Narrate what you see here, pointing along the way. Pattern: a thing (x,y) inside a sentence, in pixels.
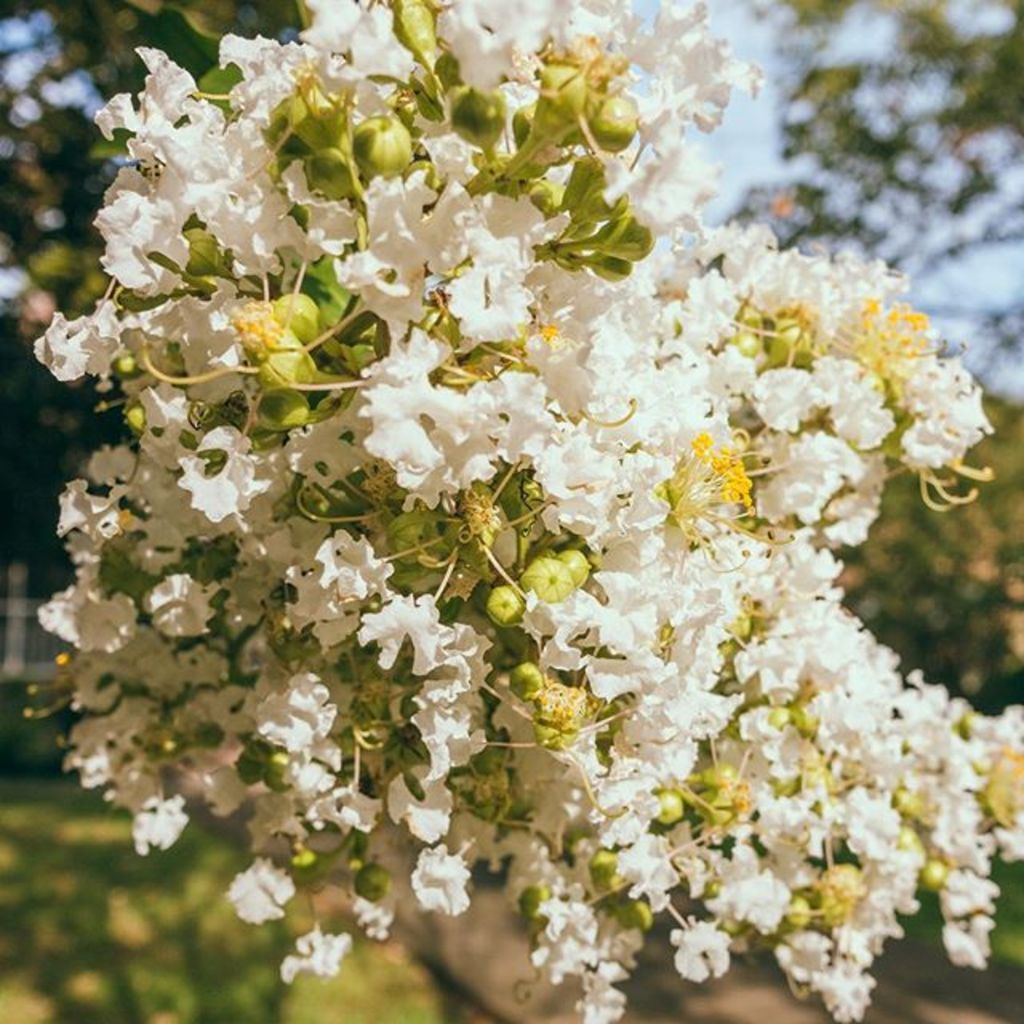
There is a tree (154,70), which is having white color flowers (551,477). In the background (213,903), there are plants (926,518) and there is a blue sky (741,127).
